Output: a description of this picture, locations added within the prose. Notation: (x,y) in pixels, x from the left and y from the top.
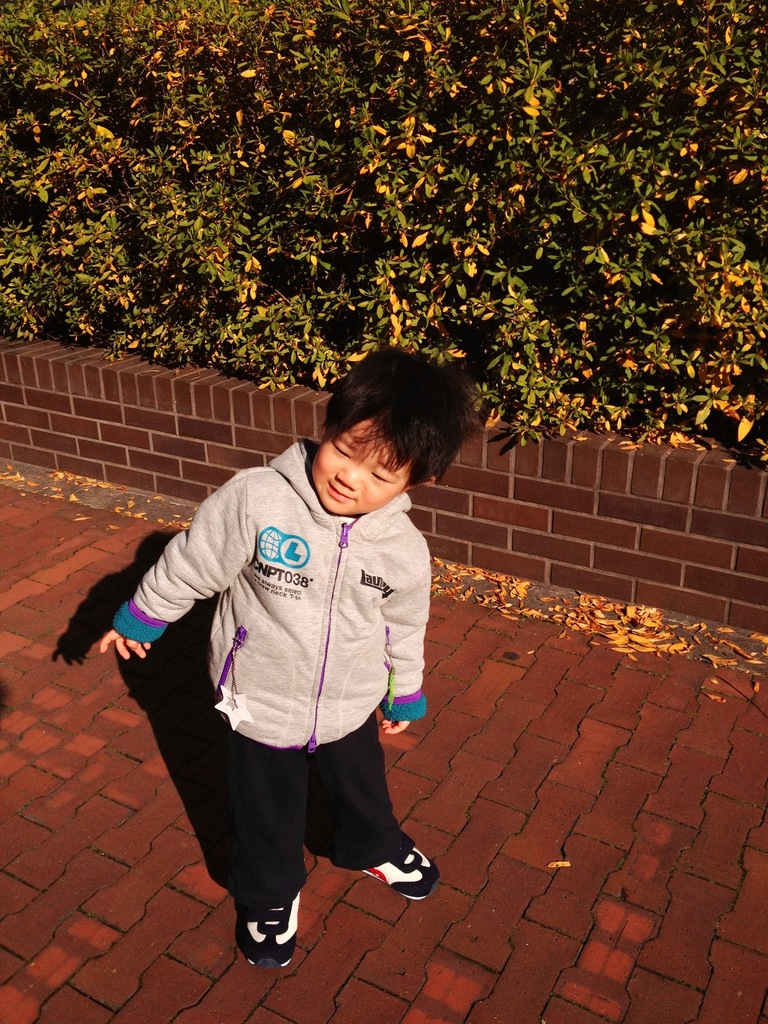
In this picture we can see a kid (315,665) is standing, at the bottom (523,951) there are some tiles (633,763) and leaves (513,610), in the background (468,251) we can see trees (468,153).
